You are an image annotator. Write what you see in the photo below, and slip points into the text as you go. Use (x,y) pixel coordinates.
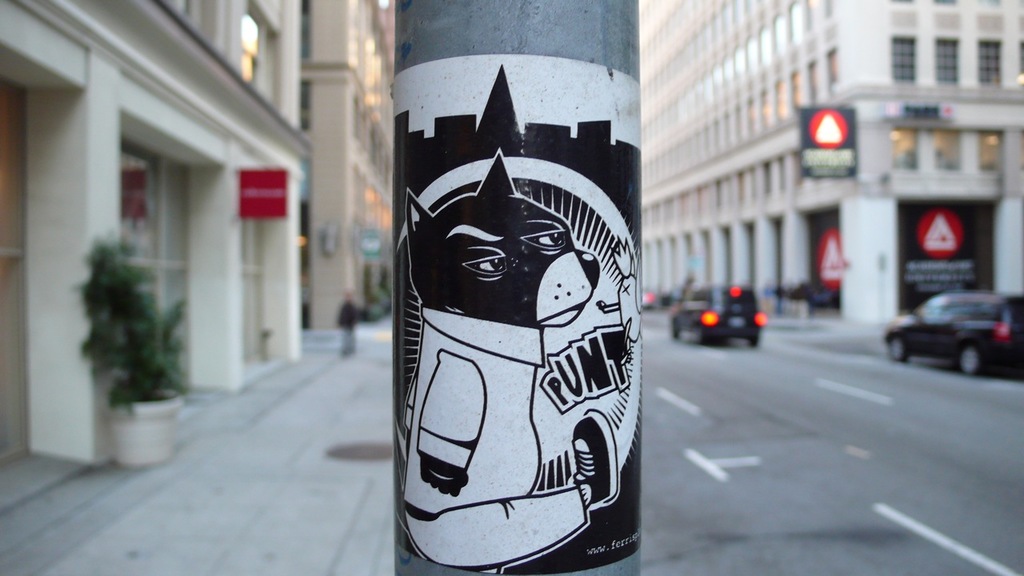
In this image I can see a pole (583,199) in gray, white and black color. Background (733,235) I can see few vehicles (692,305) on the road (890,398), buildings (796,186) in white color. I can also see a person (341,300) walking and plant (109,331) in green color.
